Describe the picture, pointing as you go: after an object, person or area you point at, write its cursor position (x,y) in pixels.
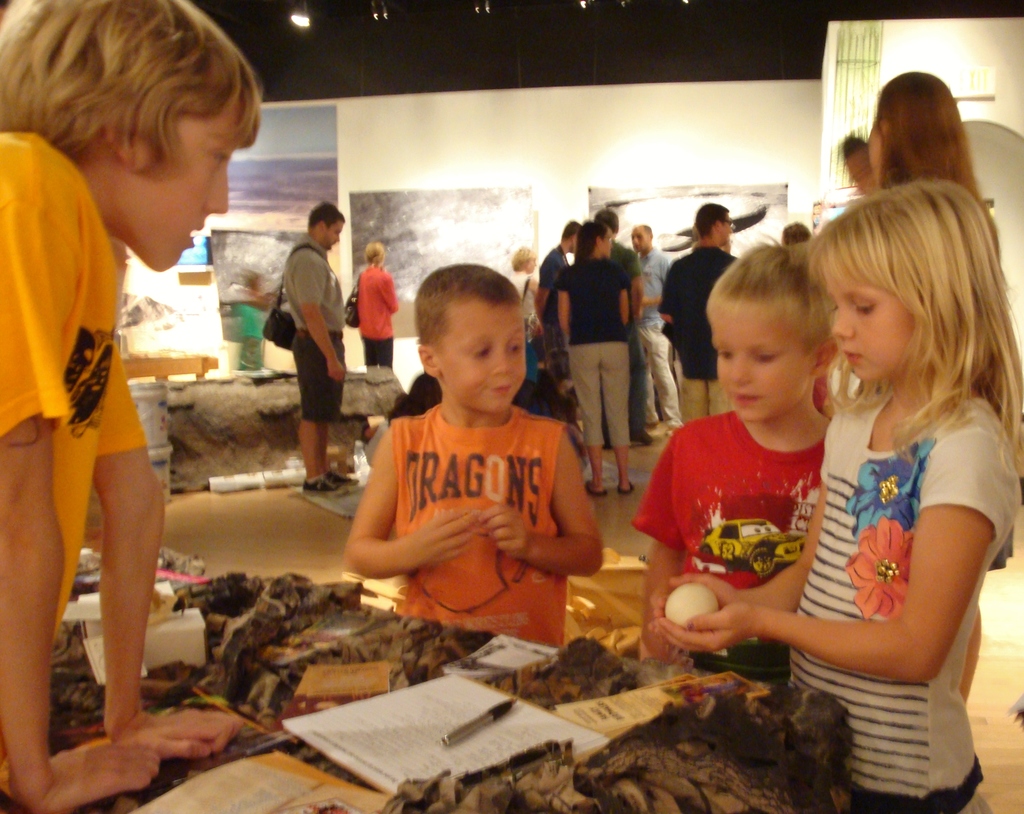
Here we can see group of people (31,241). There is a cloth (537,780), books (255,810), and a marker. In the background (368,204) we can see a wall (517,163) with posters (283,150) and a light (301,19).
